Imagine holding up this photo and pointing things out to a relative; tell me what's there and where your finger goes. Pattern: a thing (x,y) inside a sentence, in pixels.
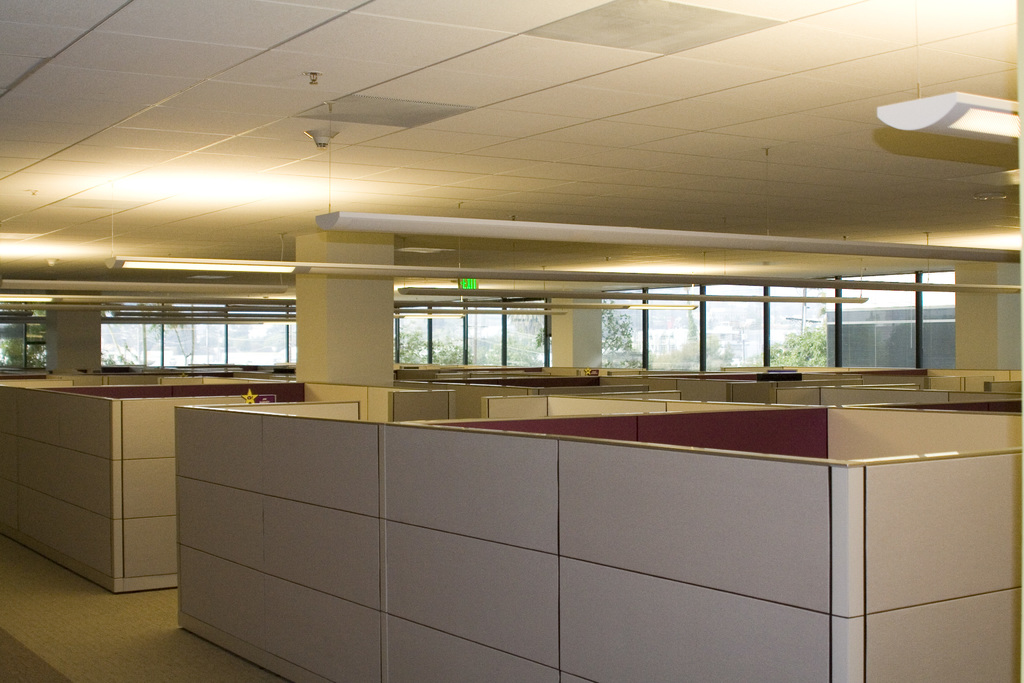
In a floor (114,610) there are many cabins (424,454) and in between the cabins (204,470) there are pillars (71,355), in the background (864,334) there are windows (13,366).
